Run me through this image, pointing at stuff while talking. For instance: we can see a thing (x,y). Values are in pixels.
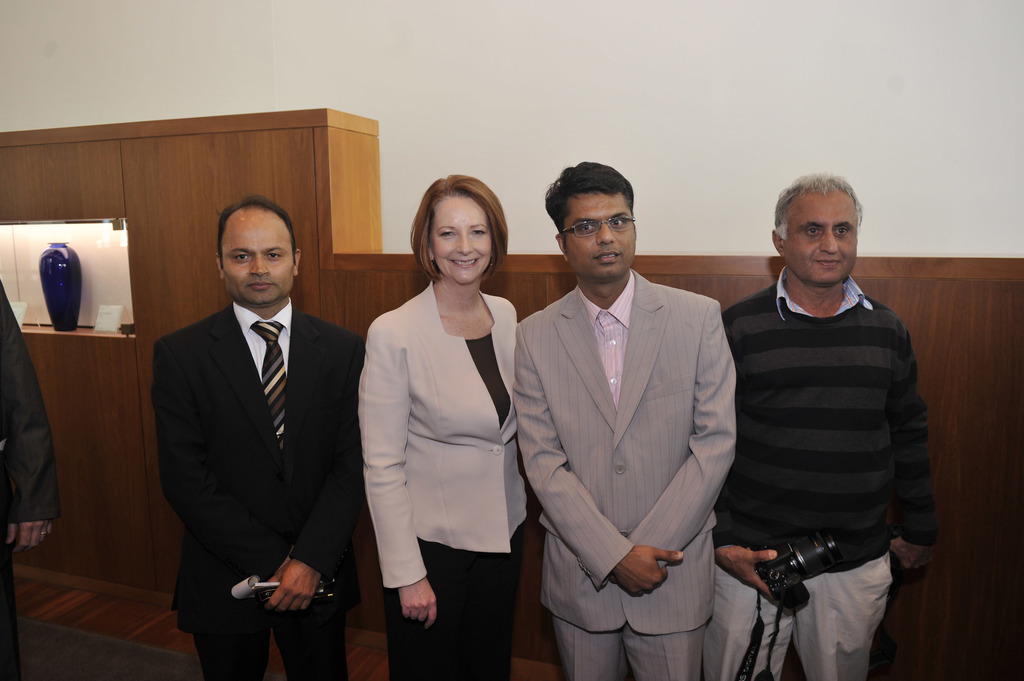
A group of people (282,344) is standing in front of the wooden cupboards (341,254) and they are posing for the photo, one of the person (859,602) is holding a camera (782,583) in his hand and another person (325,560) is holding some book (264,581) and on the left side (42,488) another person (25,412) is standing, only his hand (18,533) is visible in the image. Behind the cupboards (67,480) there is a white color wall (745,89).
